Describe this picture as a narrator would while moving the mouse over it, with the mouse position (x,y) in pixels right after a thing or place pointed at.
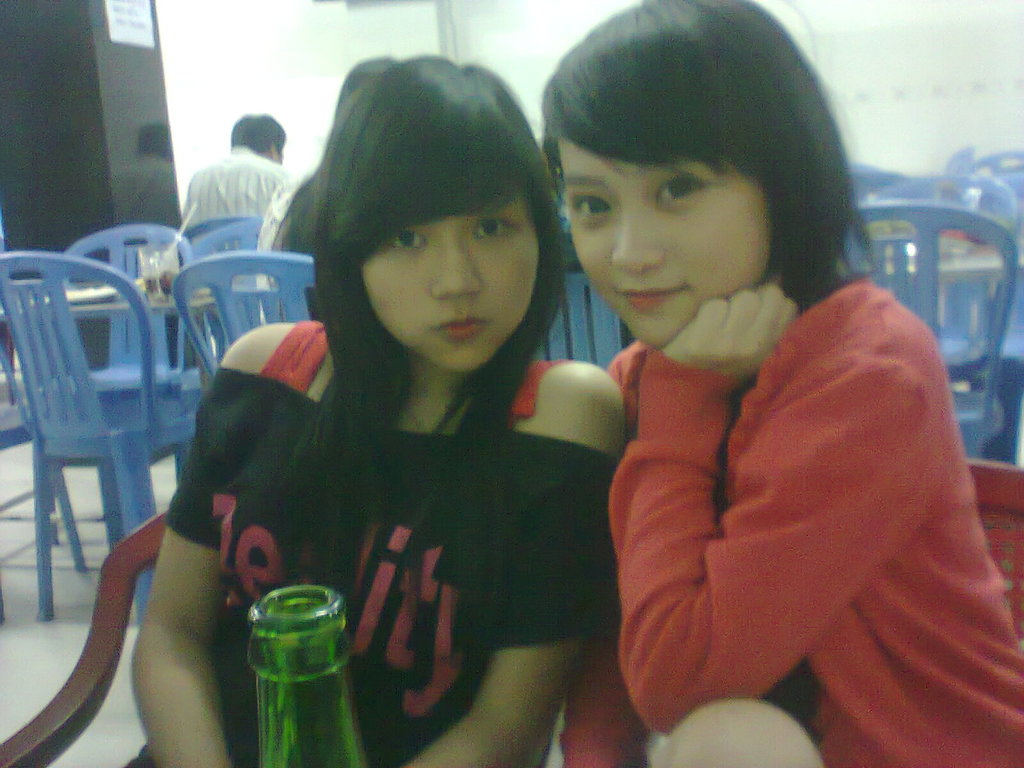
this picture shows two women (206,559) seated on the chair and we see a bottle (319,691) and few glasses (150,278) on the table (158,298) and we see few people (265,226) seated on their back.
